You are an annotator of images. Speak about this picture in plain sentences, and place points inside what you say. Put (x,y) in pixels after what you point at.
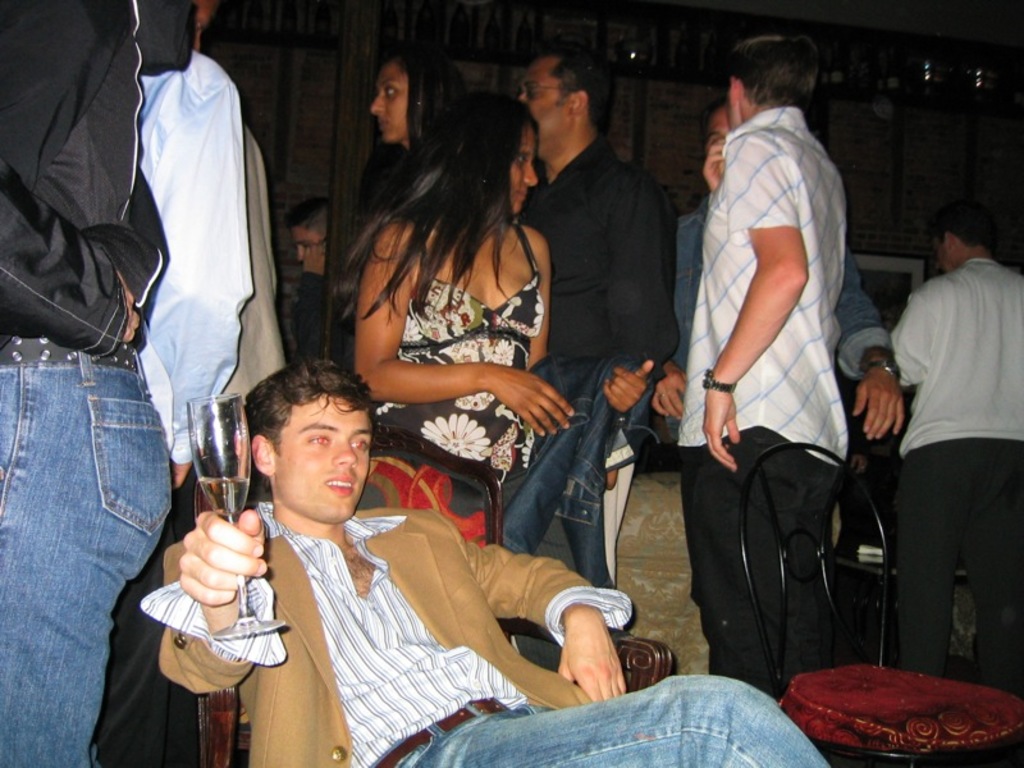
In the foreground of this image (394,626), there is a man (426,663) sitting on the chair (214,718) holding a glass (222,495). In the background (186,299), there are persons (537,276) standing, a chair (856,677), a sofa (652,619) and it seems like there is a wall (569,24) in the background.
